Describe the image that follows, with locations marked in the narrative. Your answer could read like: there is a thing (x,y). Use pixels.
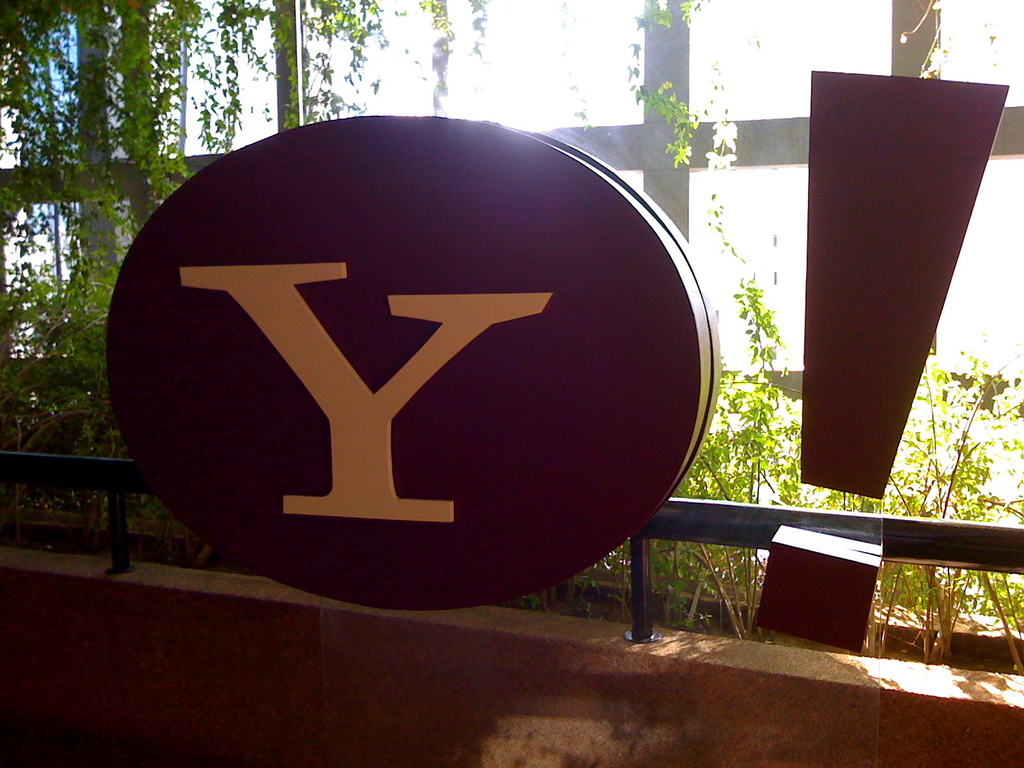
In this picture there are boards (691,295) in the foreground (302,314) and there is an alphabet (364,441) on the board (467,398). At the back (33,162) there are plants (231,71) and there is a railing (115,518) on the wall (643,661).
